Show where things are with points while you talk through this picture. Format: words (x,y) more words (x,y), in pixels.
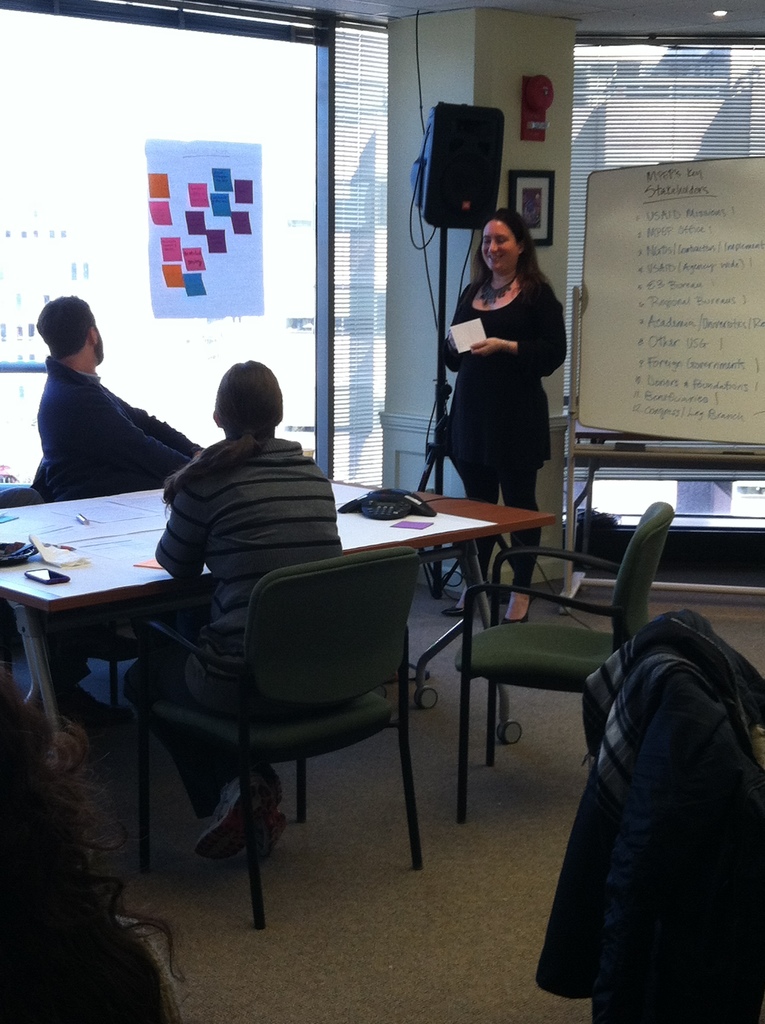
There is a woman (186,693) sitting on a chair (177,725). There is another woman (498,220) who is standing at the right side (559,316) and she is smiling. There is a man (50,381) on the left side (104,385). This is a table (484,510). This is a telephone (375,515) and this is a mobile (29,577).
